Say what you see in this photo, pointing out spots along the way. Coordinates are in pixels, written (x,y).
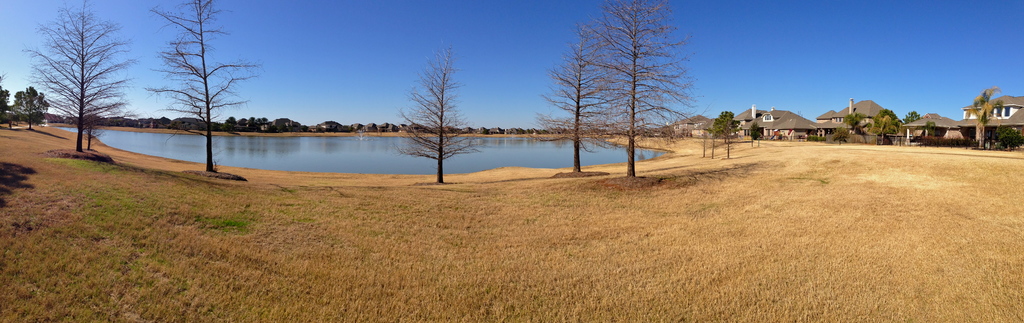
In this picture in the front (447,208) there is dry grass (388,242). In the center (579,145) there are trees (27,116) and there are buildings (784,131). In the background (355,157) there is water (337,148) and there are trees (255,123).
